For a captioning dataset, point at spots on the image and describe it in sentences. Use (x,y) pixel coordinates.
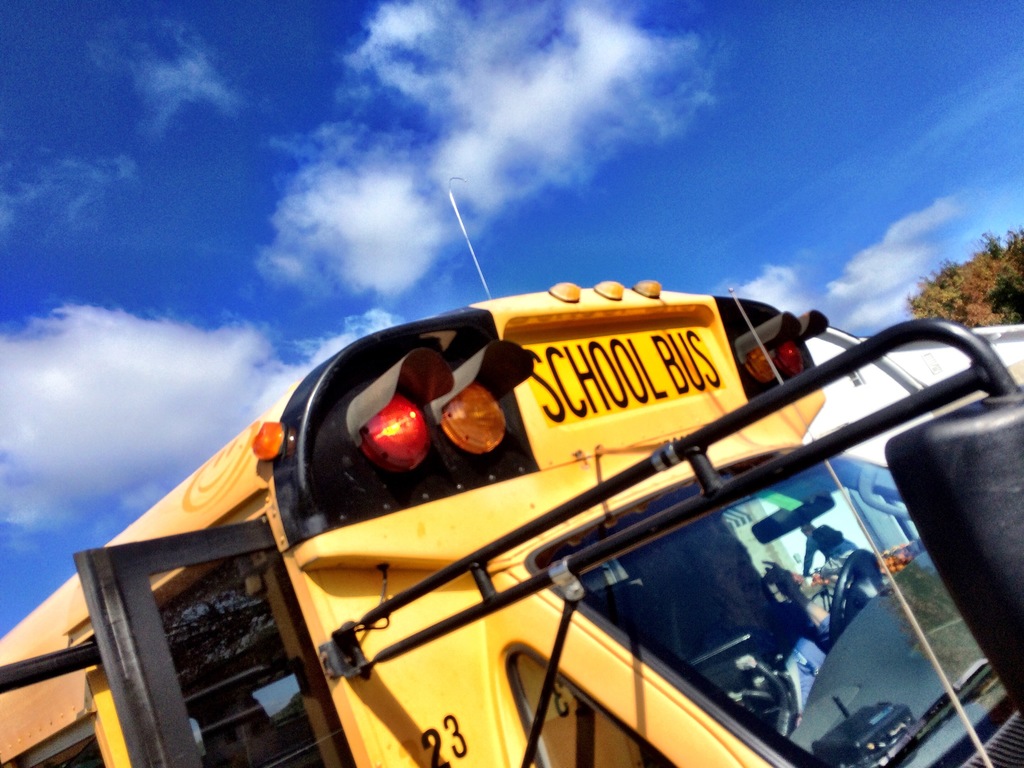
This picture is taken from outside of the city. In this image, in the middle (347,481), we can see a bus (630,365) which is in yellow color, on which some text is written on it. On the right side (949,286), we can see some trees (949,286), at the top (148,231), we can see a sky (345,264) which is a bit cloudy.
